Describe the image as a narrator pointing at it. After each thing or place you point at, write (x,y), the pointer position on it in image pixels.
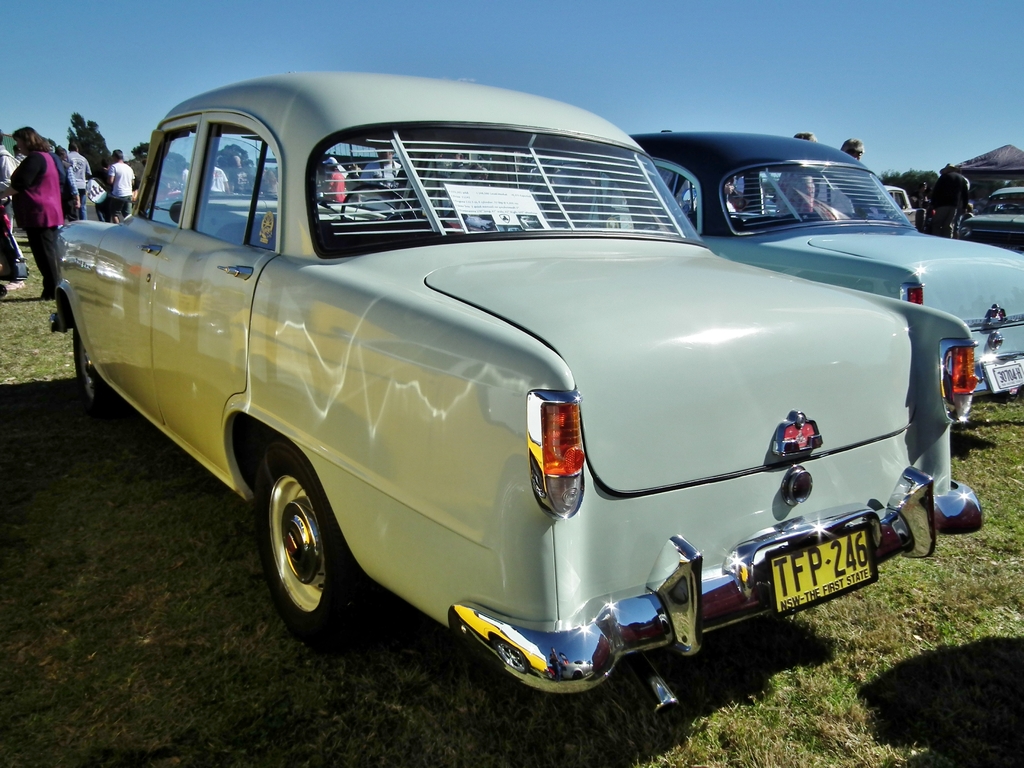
This picture shows a few cars (652,375) parked and few people (115,178) standing and we see grass (183,660) on the ground (197,673) and few trees (910,178) and a blue sky (878,23).
